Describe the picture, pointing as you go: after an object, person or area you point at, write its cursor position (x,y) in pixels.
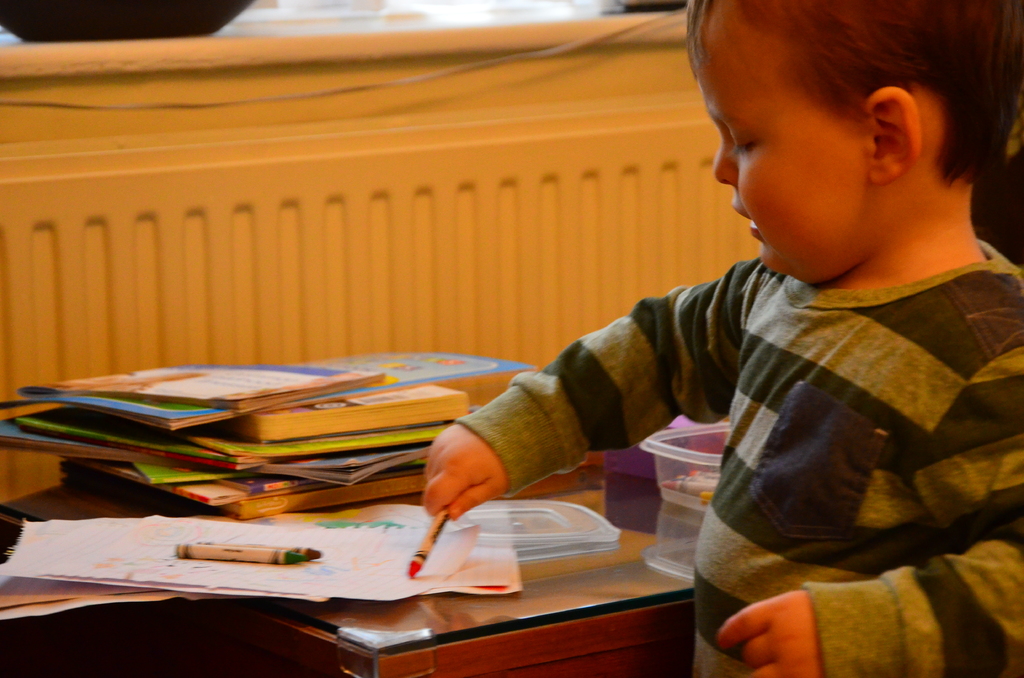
In this picture we can see boy (781,179) playing with crayons (427,547) and beside to him there is table (636,517) and on table (548,495) we can see books (310,438), box (691,432) and here it is wall (454,211).
